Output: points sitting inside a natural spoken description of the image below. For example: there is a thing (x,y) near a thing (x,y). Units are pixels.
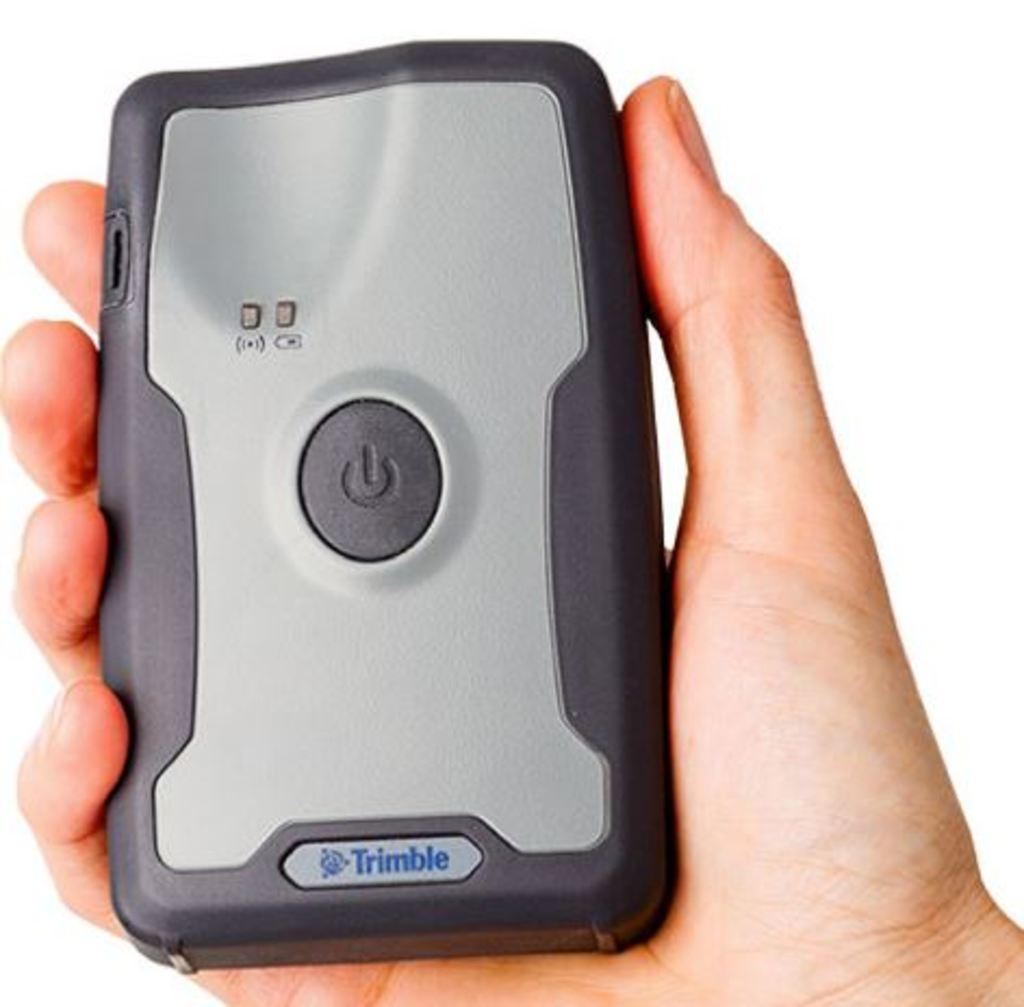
In the picture I can see an electronic gadget (389,626) in a person's (536,969) hand (505,985). The background of the image (13,114) is white in color.
